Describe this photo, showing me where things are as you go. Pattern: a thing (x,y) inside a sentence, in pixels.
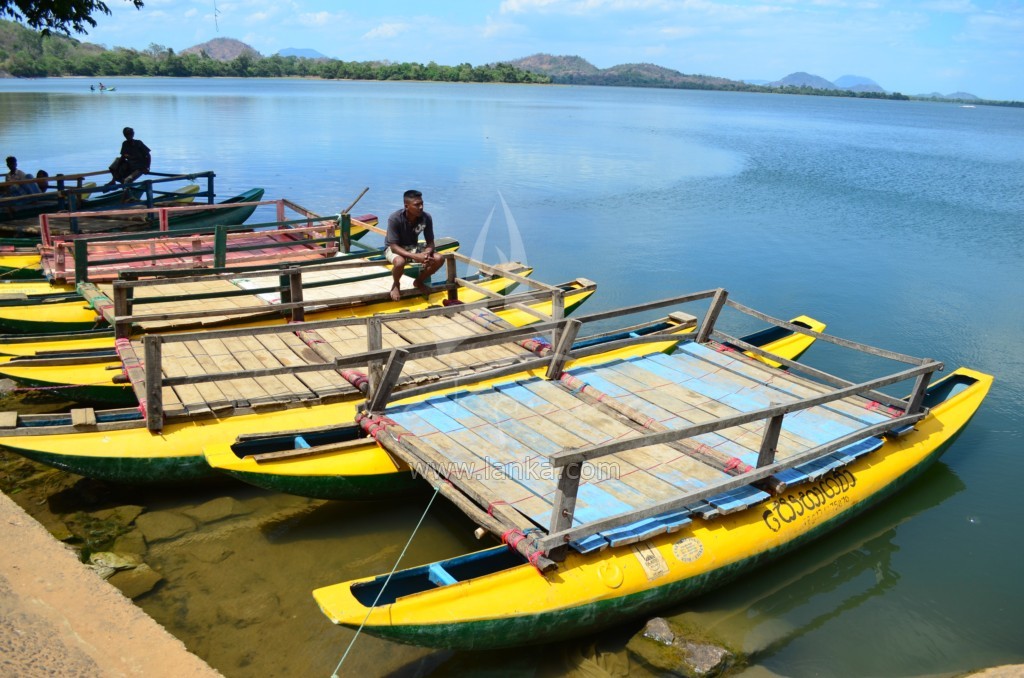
In this picture we can see few boats (498,290) on the water (675,268) and few people (137,155) are seated in the boats (258,277), in the background (27,66) we can find few trees (237,69) and hills (592,70).
